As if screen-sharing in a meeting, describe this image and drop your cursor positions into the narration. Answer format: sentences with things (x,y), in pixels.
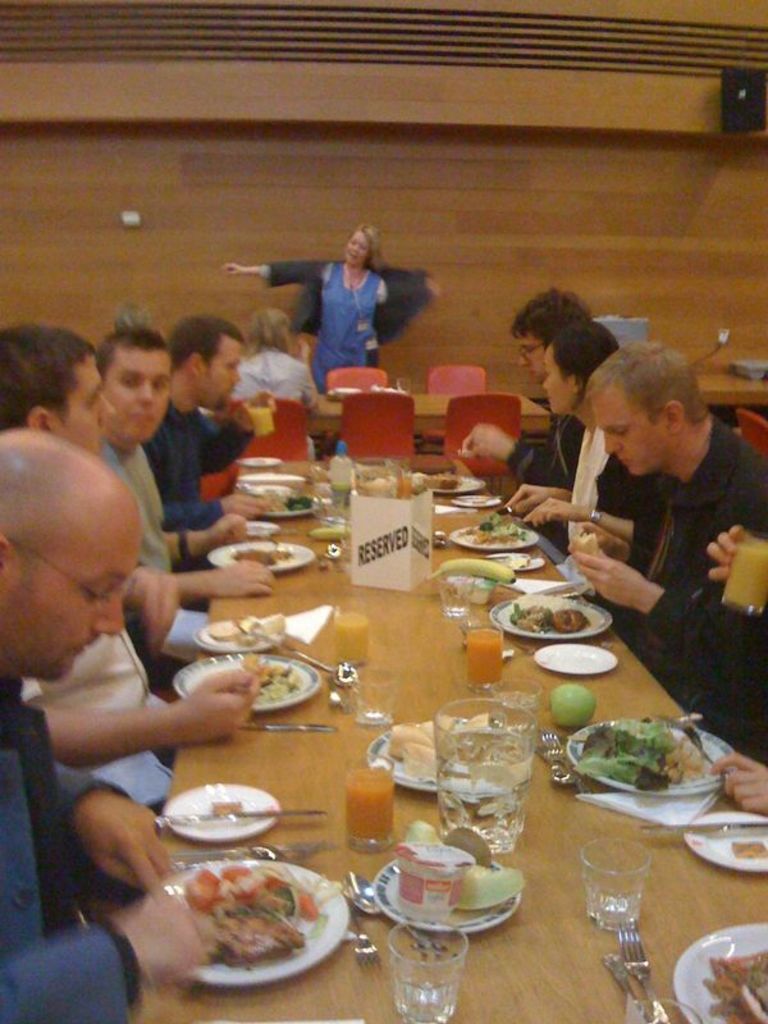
There is a group of people (185,709). They all are sitting in a chair (355,448). There is a table (405,619). There is a glass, plate (392,895), glass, fork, spoon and some food items (411,753) on a table (430,594). In the center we have a woman (384,271). She is standing and she is explain something.
